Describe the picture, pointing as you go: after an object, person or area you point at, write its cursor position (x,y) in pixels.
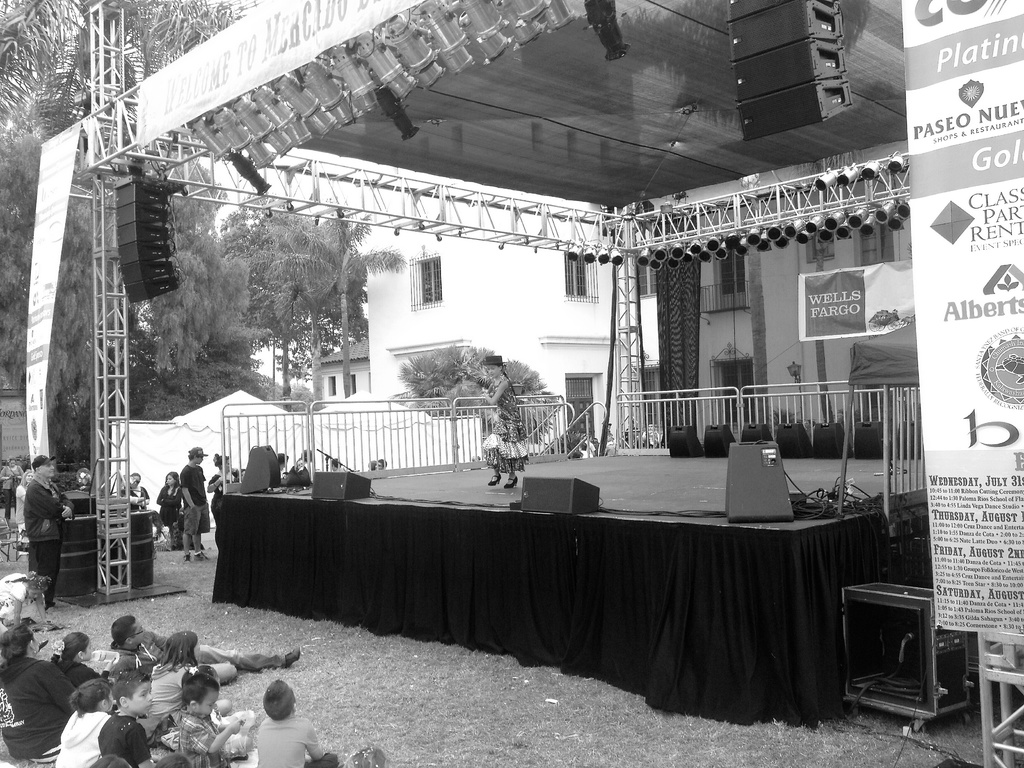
In this image there is a person (515,465) dancing on the stage (520,485) having few objects (731,486). There are lights (551,8) attached to the metal rods (119,156) having a banner (323,26). Bottom of the image (185,705) there are people (289,705) sitting on the grassland (413,697). Few people (4,507) are standing. Left side (157,450) there are tents (342,444). Background (512,372) there are buildings (398,329) and trees (148,60). Right side (999,561) there is a banner (989,372) attached to the metal rod (985,722).
